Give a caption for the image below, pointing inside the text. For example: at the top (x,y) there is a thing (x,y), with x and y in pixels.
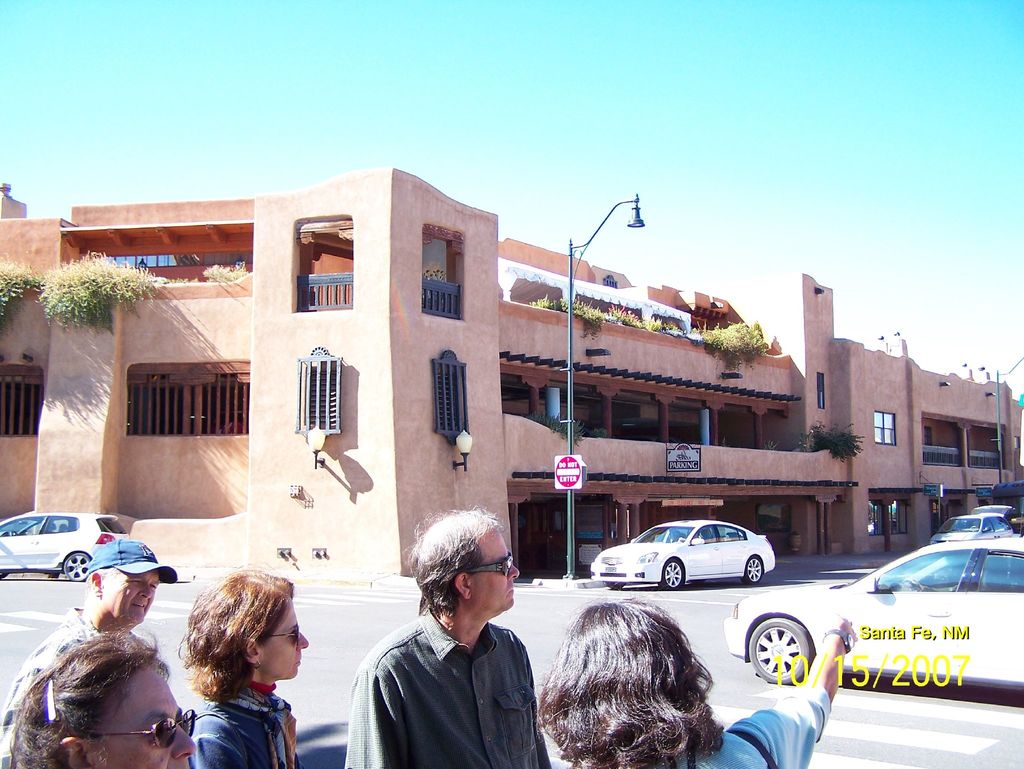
In this image, we can see a building (442,493) with walls (308,457), fencing (221,400), pillars (885,511), windows (870,528). Here we can see plants (850,450), pole (572,398), sign board (686,470), light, hoarding (699,470). At the bottom, there is a road (701,595). Few vehicles (20,568) are there on the road (562,622). Here few people (662,699) we can see. Few are wearing glasses (171,739). Right side (960,681) bottom, we can see a watermark (906,681) in the image.
